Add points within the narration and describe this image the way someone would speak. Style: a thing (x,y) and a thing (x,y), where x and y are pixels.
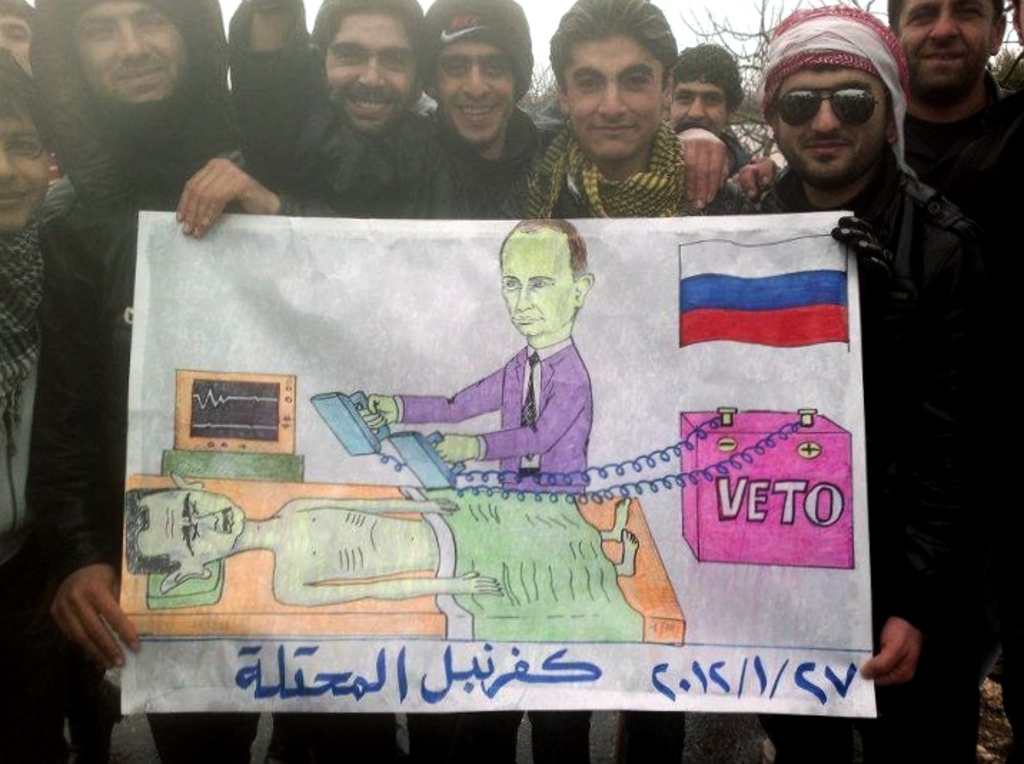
In this picture I can see group of people (527,159) standing and smiling by holding a paper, and in the background (747,100) there are trees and sky (750,74).
